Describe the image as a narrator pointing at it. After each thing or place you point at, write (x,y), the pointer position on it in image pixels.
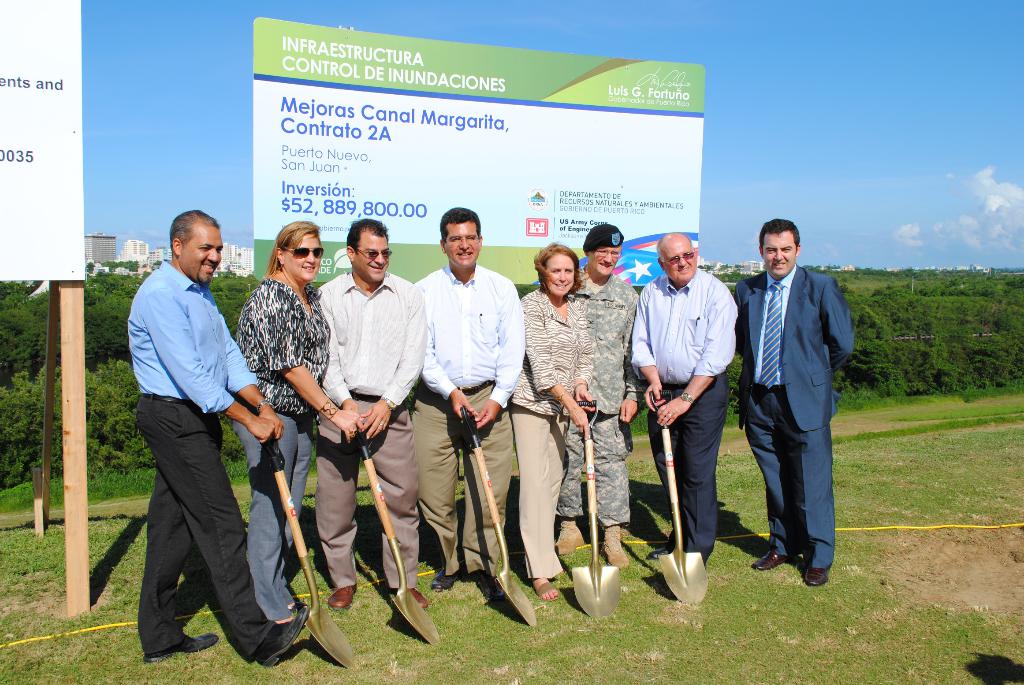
In this image there are group of people (568,417) who are standing one beside the other by holding the shovels (507,572). Behind them there are hoardings (330,149). In the background (101,315) there are plants (121,330). At the top (140,56) there is the sky (140,56). At the bottom (665,656) there is a ground (717,624) on which there is yellow color wire (933,529). In the background (714,261) there are buildings (734,268).
